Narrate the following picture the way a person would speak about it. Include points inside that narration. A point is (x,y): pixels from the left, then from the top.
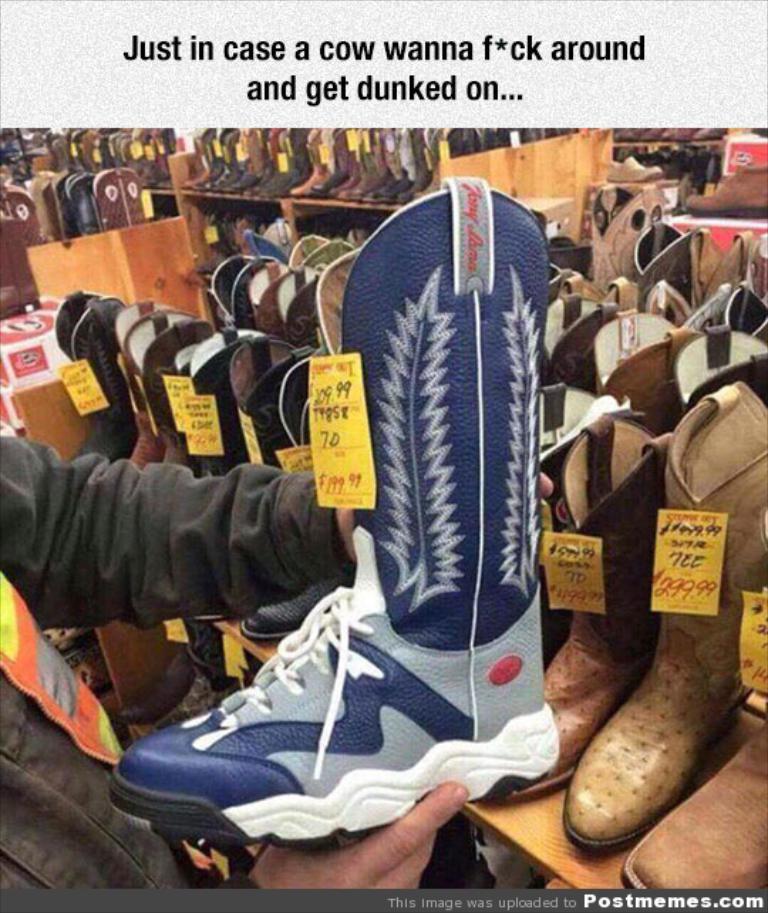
Here in this picture we can see a person (230,600) holding shoe (221,777) in hands (346,527) and behind that we can see number of boots (259,430) and shoes (230,294) present in the racks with price tags (553,537) on it.
